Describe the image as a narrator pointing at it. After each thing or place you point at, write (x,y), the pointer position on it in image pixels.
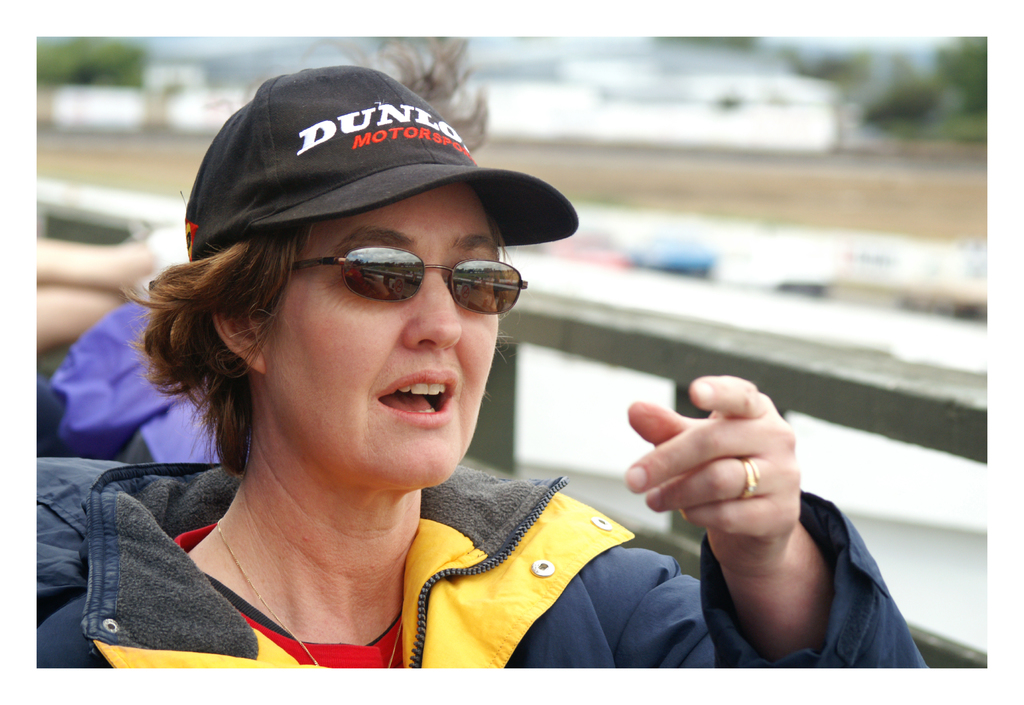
Here we can see a woman (453,227). She has goggles (460,273) and she wore a cap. There is a blur background (898,86).
